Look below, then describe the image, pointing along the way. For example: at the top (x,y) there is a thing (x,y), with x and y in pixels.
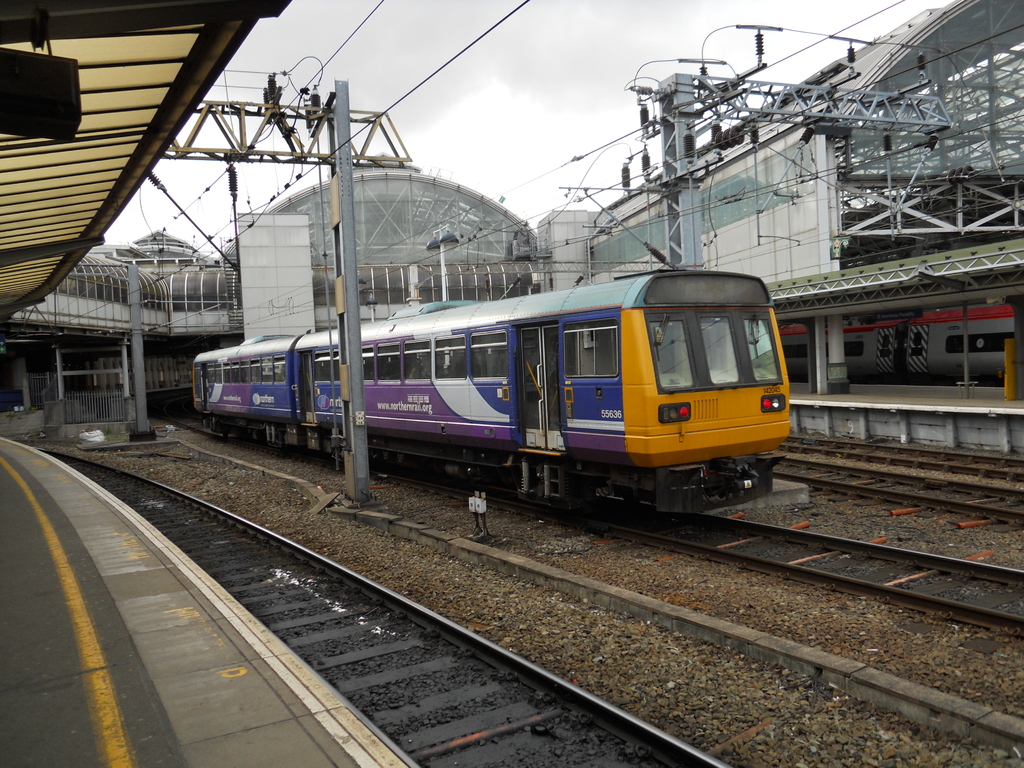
In this image I can see the train (598,450) on the track (723,548). On both sides of the train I can see the platforms (209,613) and the poles (443,266). In the background (305,295) I can see the board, building (375,199) and the sky (399,107).
